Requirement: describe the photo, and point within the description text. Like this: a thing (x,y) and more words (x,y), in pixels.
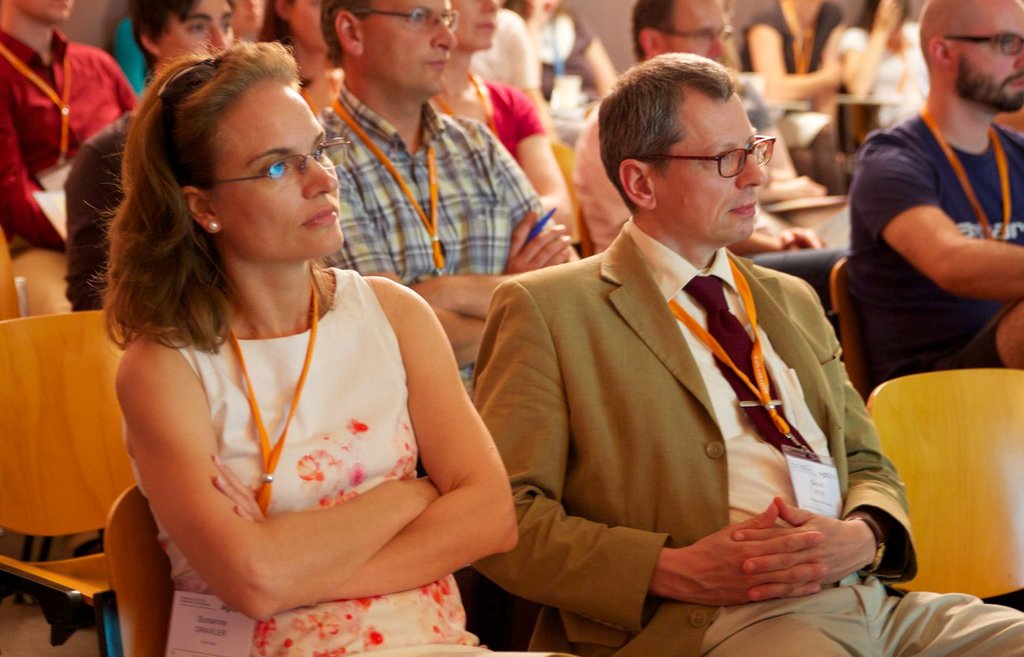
In this picture I can see here are a few people (531,471) sitting on the chairs (112,626) and they have ID cards (440,263), spectacles (272,174) and they are looking at the right side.
